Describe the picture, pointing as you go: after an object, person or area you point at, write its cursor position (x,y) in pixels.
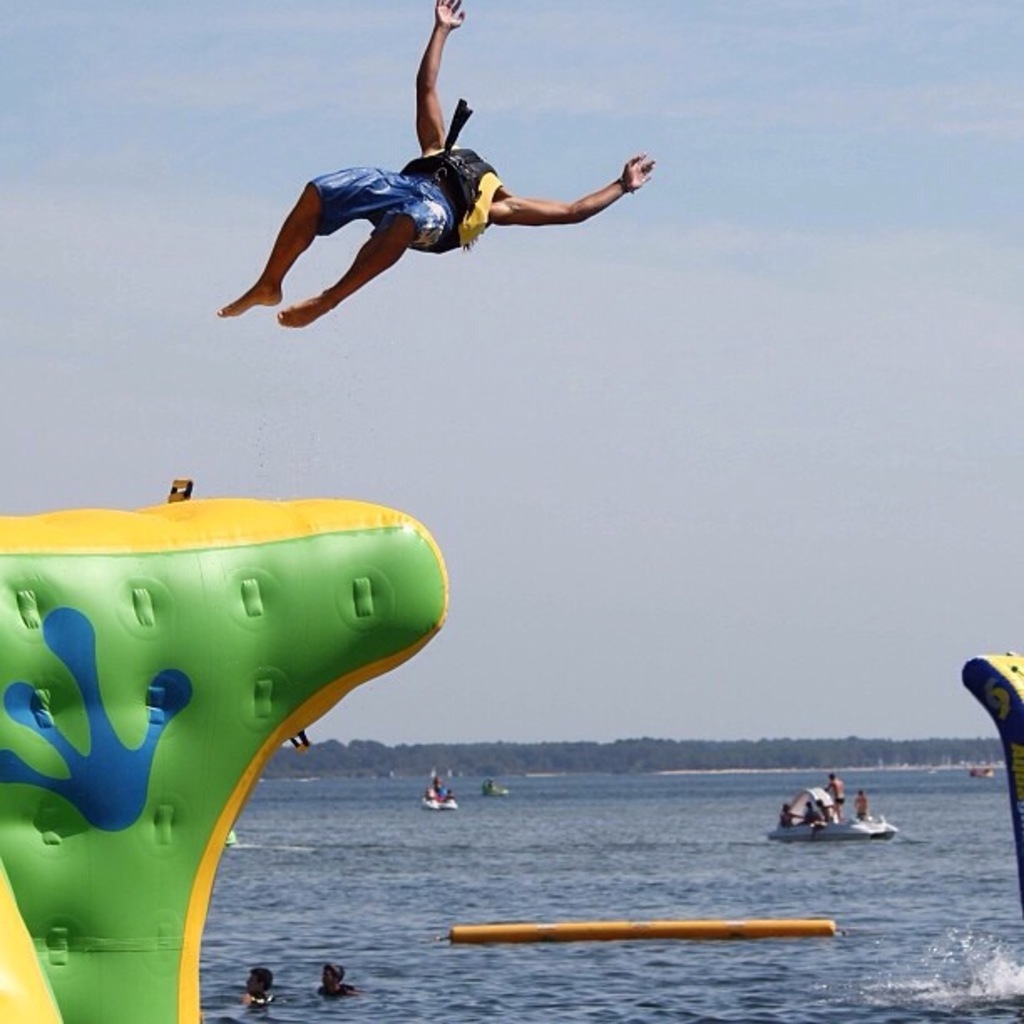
In the foreground of this image (146,792), on the left (149,733), there is an inflatable object (138,664) and a man (372,242) in the air (512,263). On the bottom (730,800), background, there are persons (327,980) in the water (415,815) and few are on the boats (839,826) and we can also see trees (592,754) and the sky (566,530).
